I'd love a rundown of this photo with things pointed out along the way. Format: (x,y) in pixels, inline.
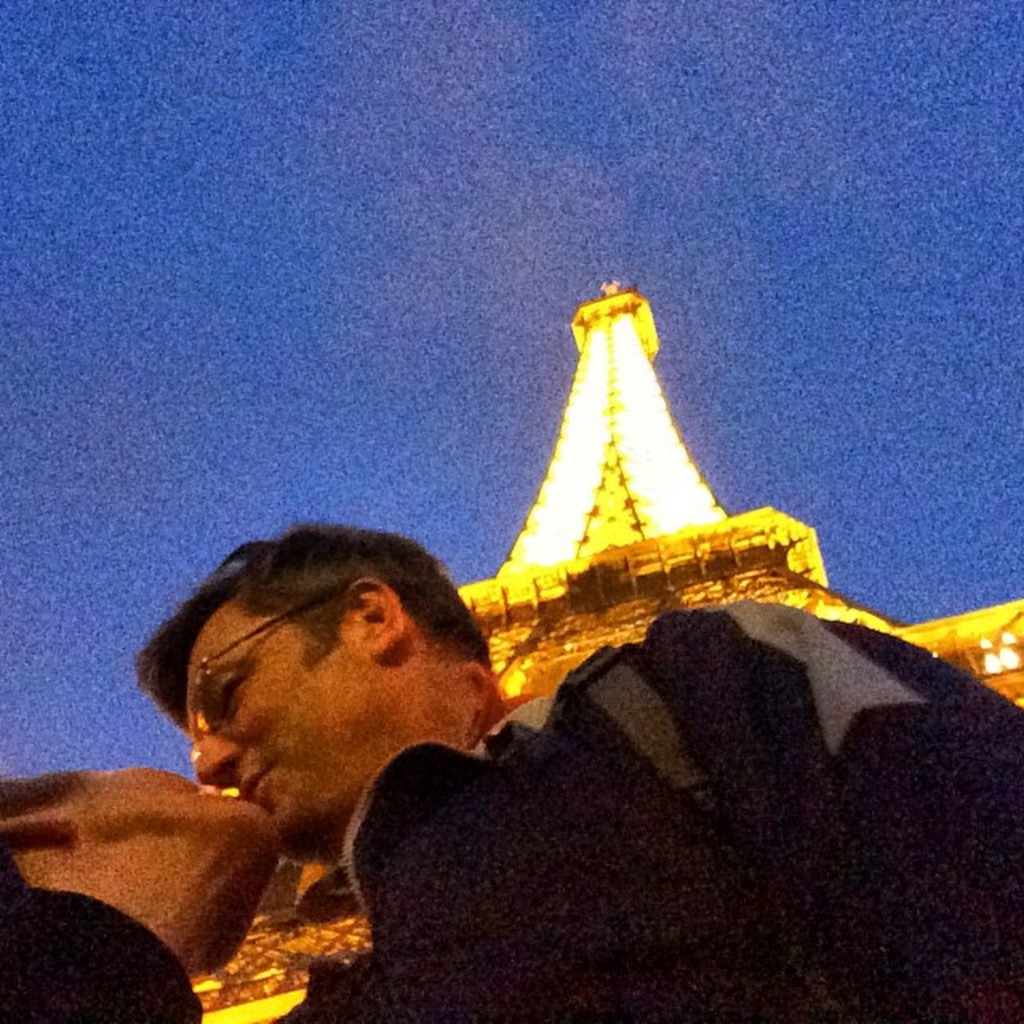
It looks like an edited image. We can see there are two people (216,882) kissing. Behind the people (232,868), there is an "Eiffel tower" (506,607) and the sky (397,161).
